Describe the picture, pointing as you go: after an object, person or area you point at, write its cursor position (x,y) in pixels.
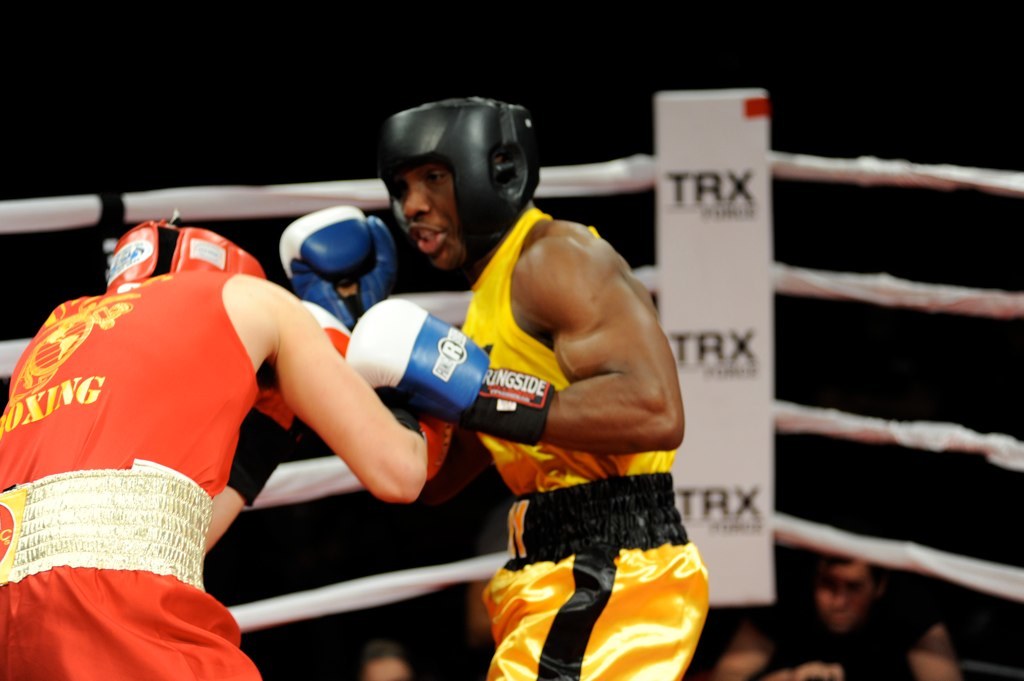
In this image I can see a person (141,417) wearing orange colored jersey (160,413) and another person (515,477) wearing yellow and black color jersey (547,482) are standing. I can see two of them are wearing gloves (431,421) and helmets (470,152). In the background (762,231) I can see the white color boxing ring (709,271), few persons (773,659) and the dark background (204,129).
